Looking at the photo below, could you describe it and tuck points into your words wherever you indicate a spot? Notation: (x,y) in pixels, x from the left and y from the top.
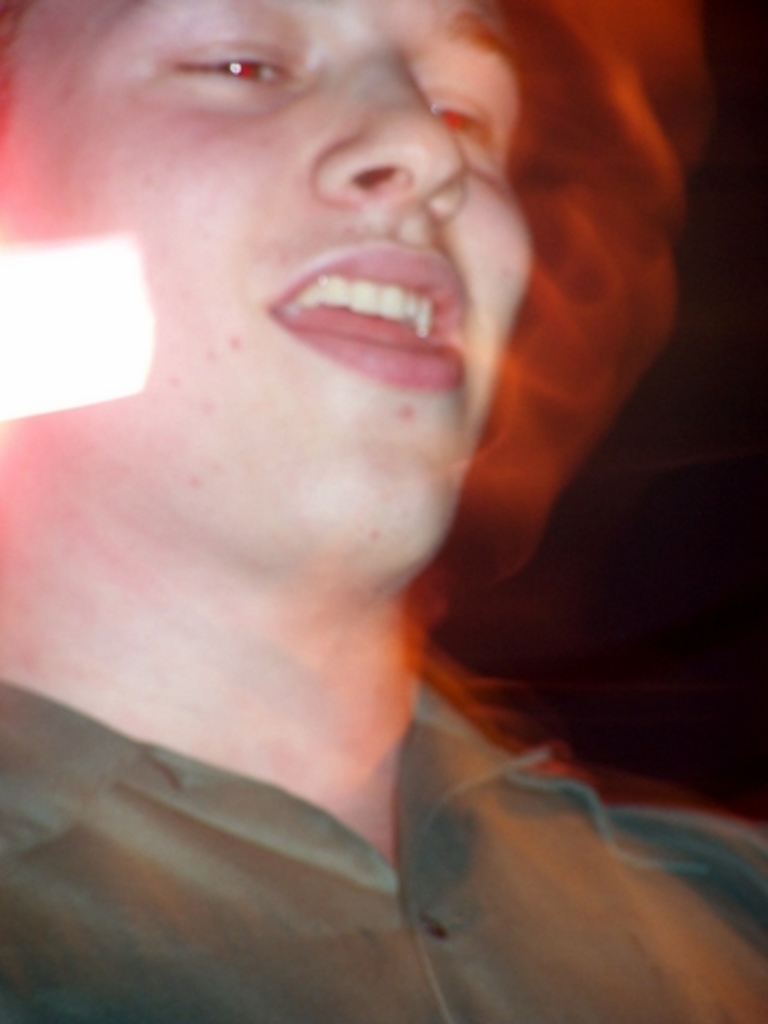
In this image I can see a person (399,884). I can see the background (631,579) is black in color.
